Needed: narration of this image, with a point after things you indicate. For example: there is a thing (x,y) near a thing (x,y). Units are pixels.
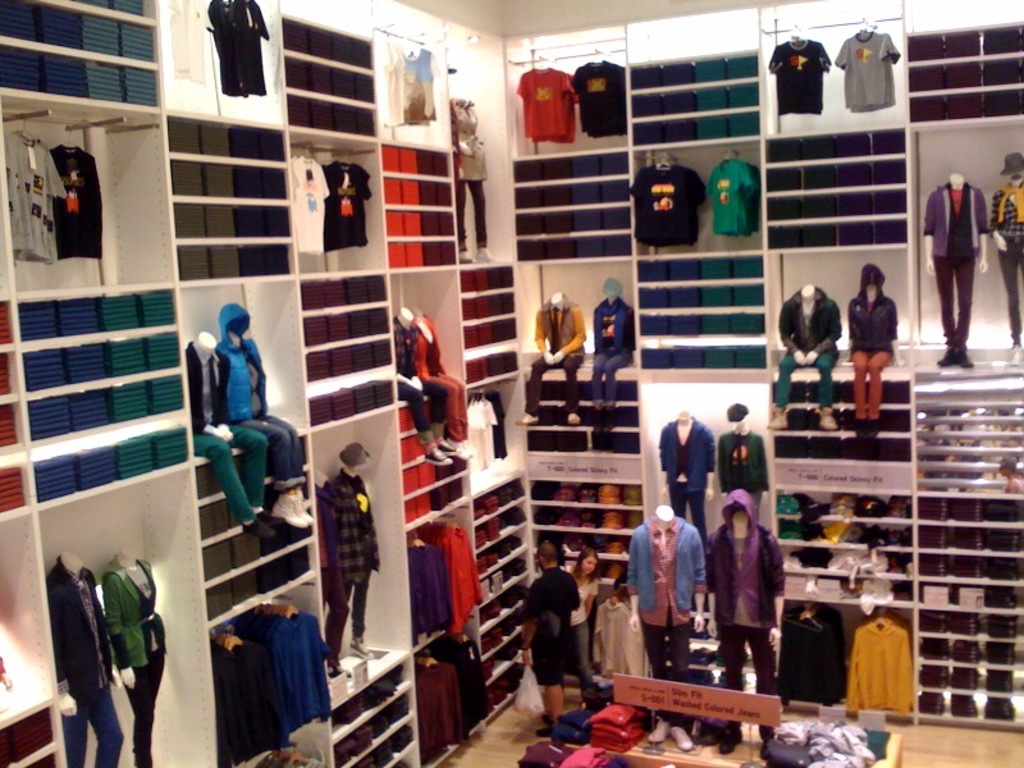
This image looks like a shop (428,456), there are some mannequins (428,456) and also we can see some shelves (744,345) with the clothes (817,444), on the table (734,767), we can see some clothes (600,765) and a board (715,711) with some text (649,695), there are two persons (551,678) standing in the shop (474,555).
